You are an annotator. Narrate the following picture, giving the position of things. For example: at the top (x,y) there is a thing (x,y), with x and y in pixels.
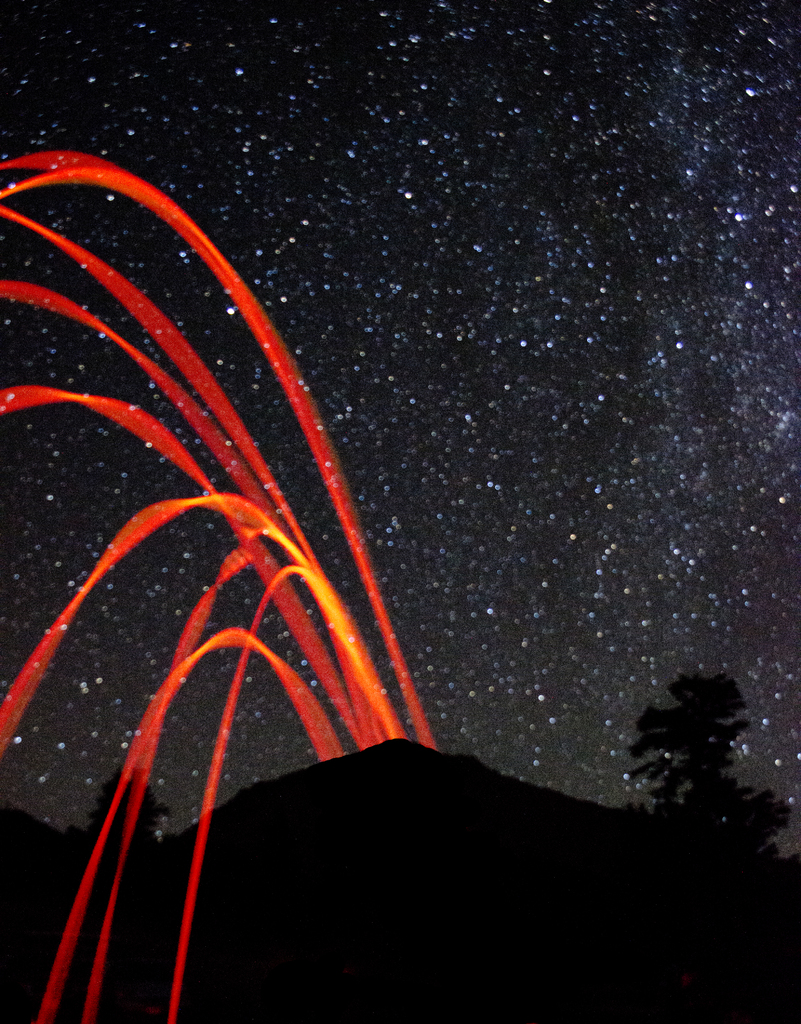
In this image we can see the night view and there are some lights (208,827) and we can see the mountains (367,947) and trees (764,854) and we can see the stars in the sky (222,146).
